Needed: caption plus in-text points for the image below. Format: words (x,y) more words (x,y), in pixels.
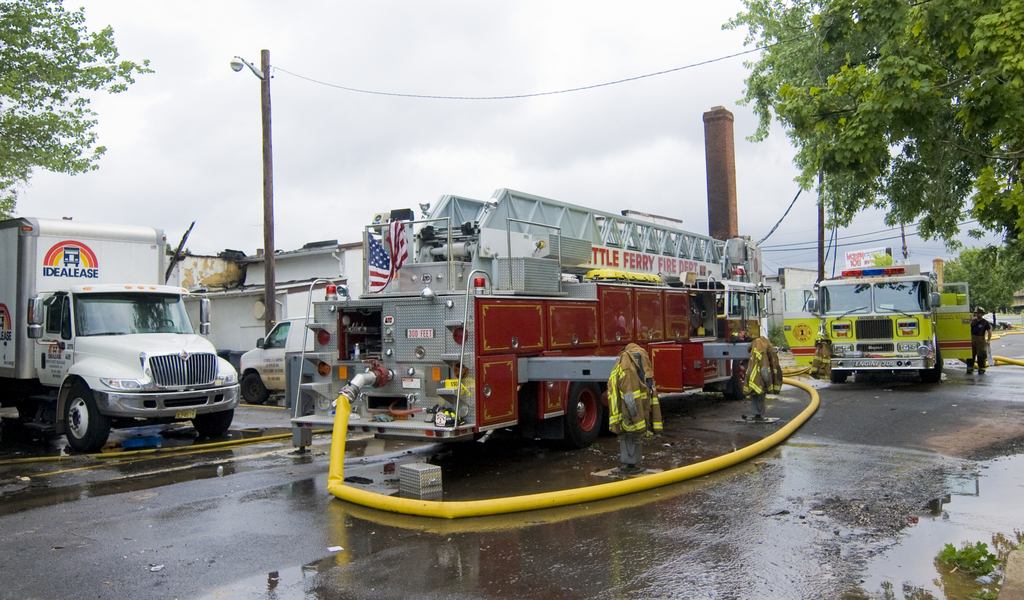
In this picture we can see a few vehicles (967,317) on the road (592,444). We can see a pipe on the path (1004,353). There is a person (980,315) standing beside the vehicle (934,377) on the right side (978,362). We can see a flag (396,257) on a rod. There are two coats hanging on the vehicle (424,263). We can see poles (270,132), wires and trees (957,129) on the right (981,109) and left side of the image (60,81). We can see some water (945,529) on the path (22,569). Sky (252,59) is cloudy.
